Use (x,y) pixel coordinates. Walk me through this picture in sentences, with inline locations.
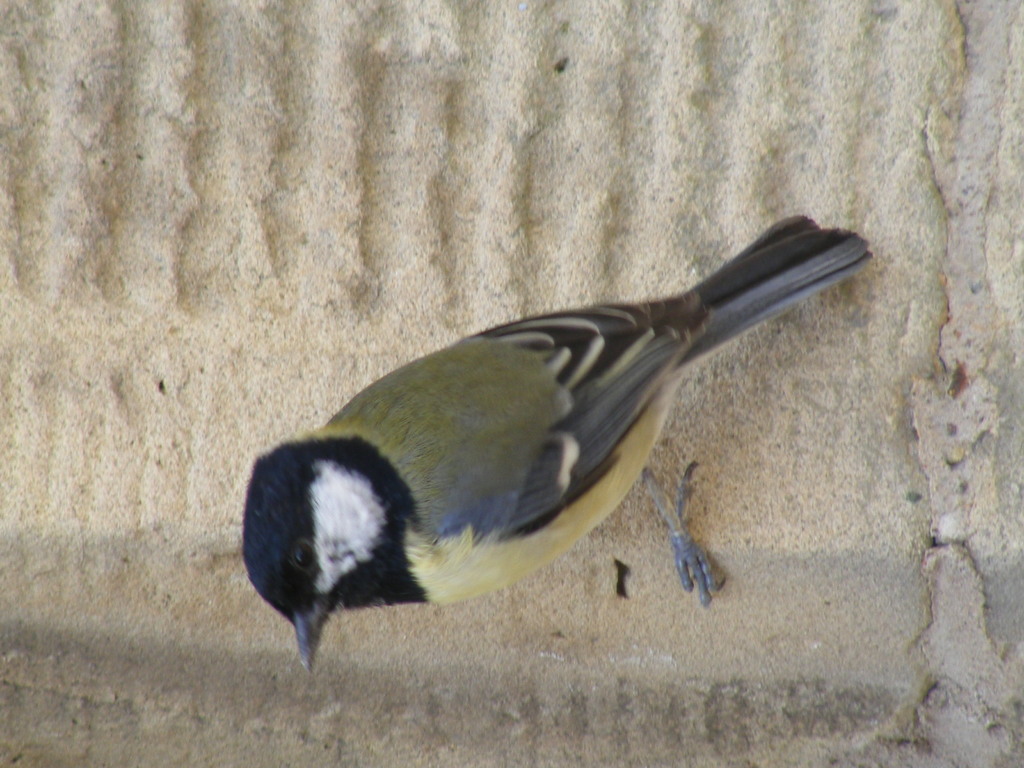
In this image I can see a bird (446,478) on the wall (317,277).
